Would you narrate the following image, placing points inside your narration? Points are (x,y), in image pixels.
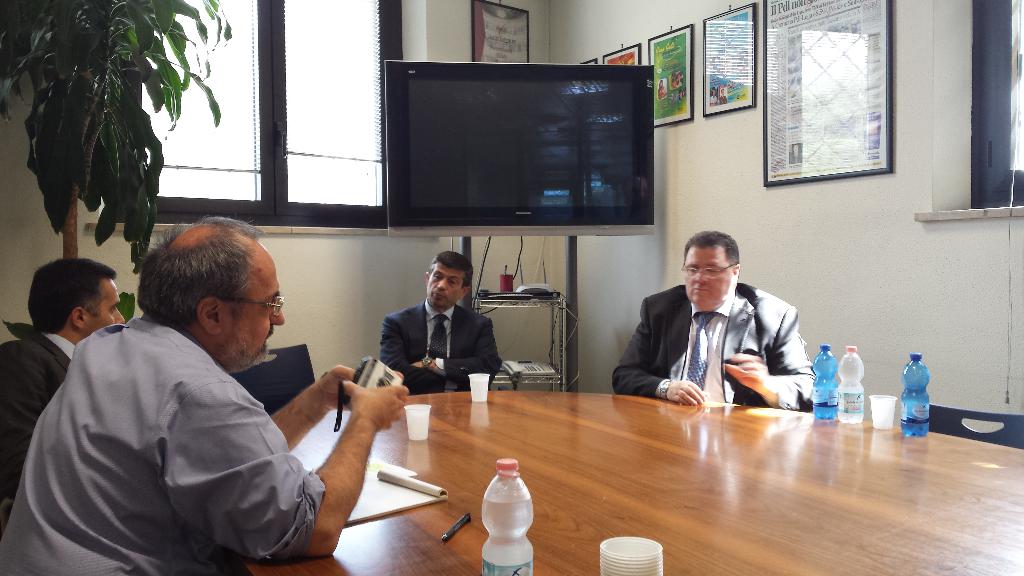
In this image, there are some persons (710,256) wearing plain clothes (280,482) and sitting in front of this table (713,460). This table (754,465) contains water bottles (863,408), glasses (884,413), notebook (398,498) and pen (467,519). There is a TV (535,162) behind this person (443,327). There are some photo frames (765,34) attached to the wall (723,127). There is plant (48,126) in front of this wall (22,113). There is a chair (962,433) behind this table (924,481).
